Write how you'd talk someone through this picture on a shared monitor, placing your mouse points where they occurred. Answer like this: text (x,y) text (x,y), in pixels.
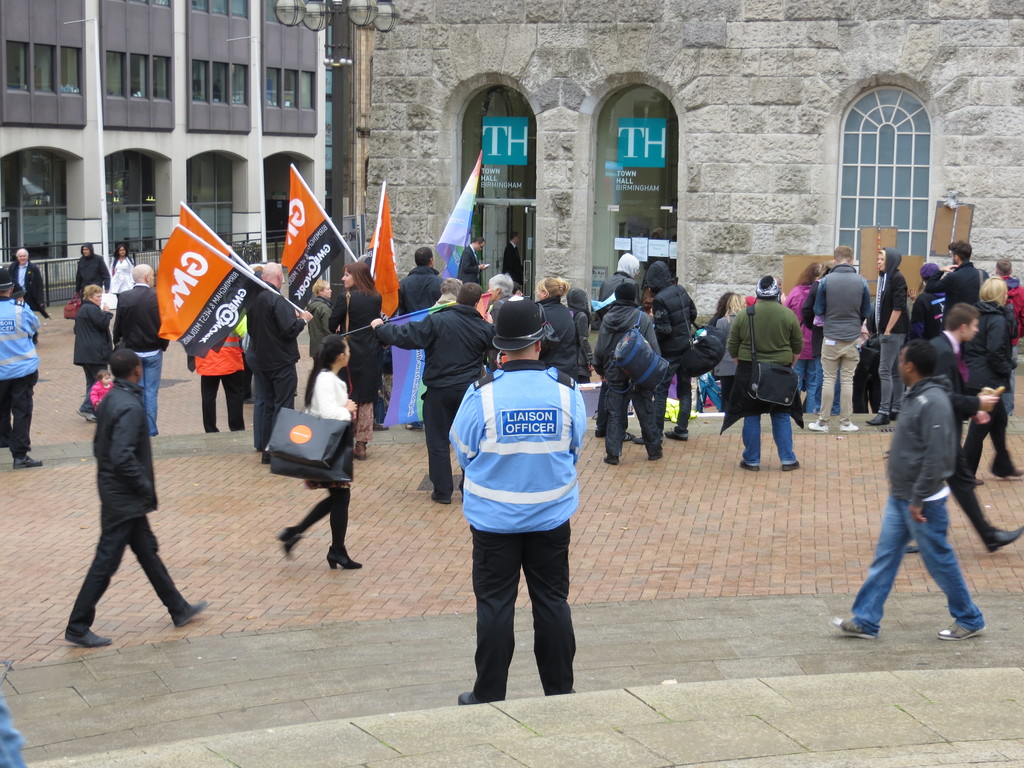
In this picture there are people (118,291), among them few people (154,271) holding banners (385,288) and we can see lights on poles (351,59), boards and objects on the surface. In the background of the image (509,37) we can see buildings (197,105), posters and fence (150,251).
